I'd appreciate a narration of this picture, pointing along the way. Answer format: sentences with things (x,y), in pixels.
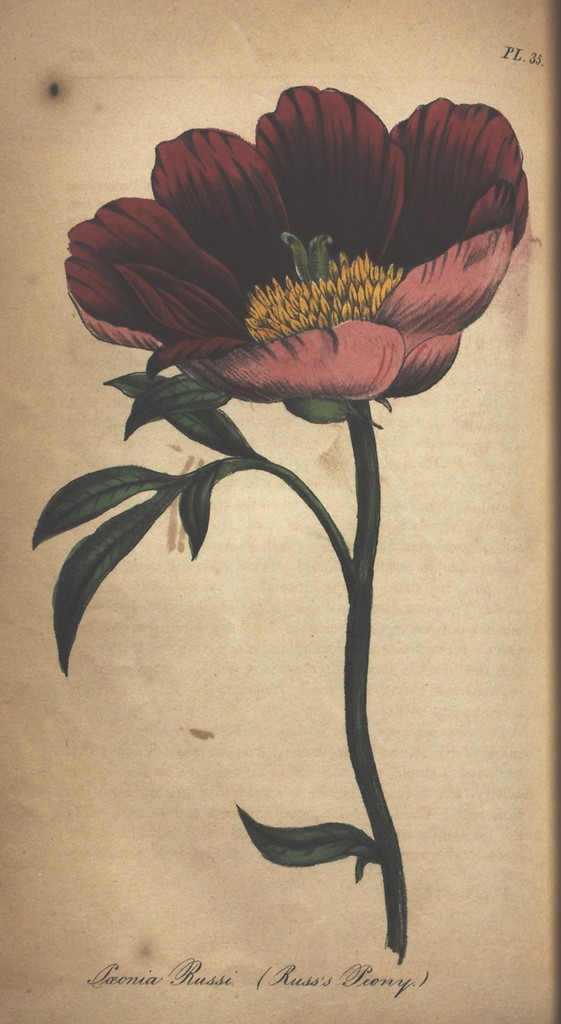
This is a painting. In this painting, we can see there is a plant (387,848) having a flower (317,253) and green color leaves (92,475). At the bottom of this painting, there is a text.
